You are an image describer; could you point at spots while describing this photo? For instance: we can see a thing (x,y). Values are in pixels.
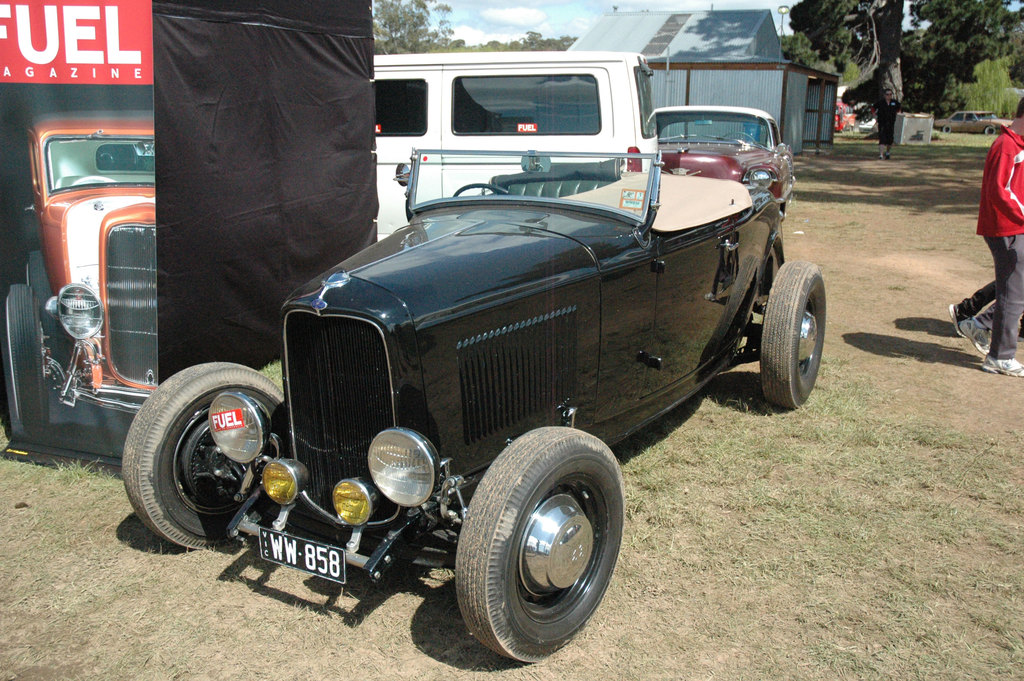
In the picture I can see vehicles (369,357) and people (965,309) on the ground (928,250). I can also see a house (747,89), trees (912,59), the grass (647,444) and some other objects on the ground (835,218). In the background (555,34) I can see the sky (511,31).
